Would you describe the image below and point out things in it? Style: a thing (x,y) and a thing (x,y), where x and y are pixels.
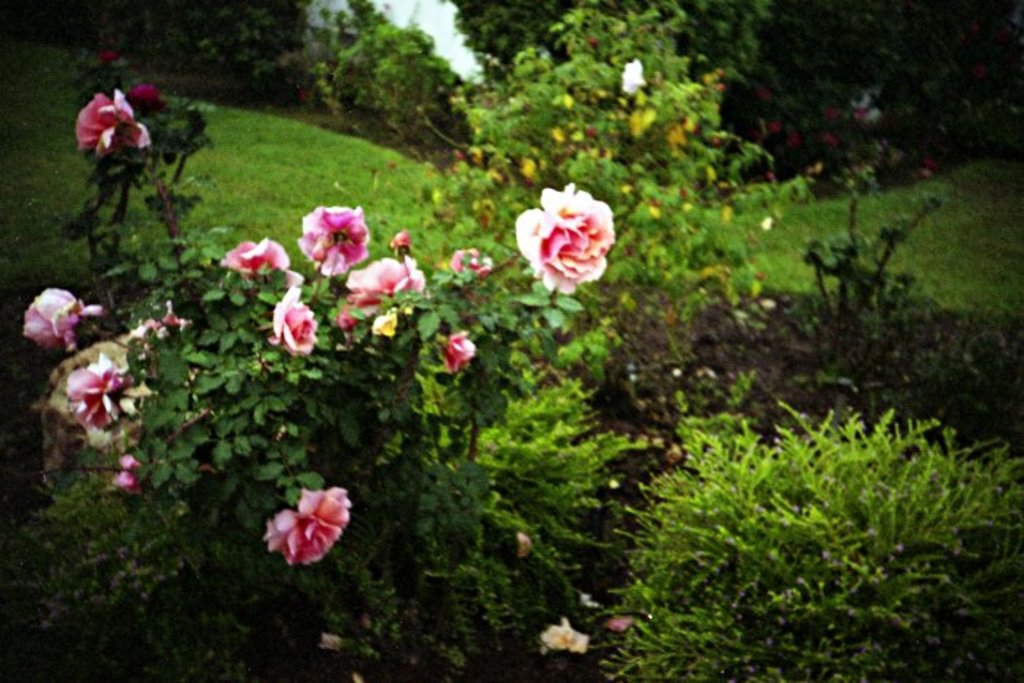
In this image there are different types of plants (484,377) and flowers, and in the background (483,58) there are plants (908,95) and grass (955,211).
